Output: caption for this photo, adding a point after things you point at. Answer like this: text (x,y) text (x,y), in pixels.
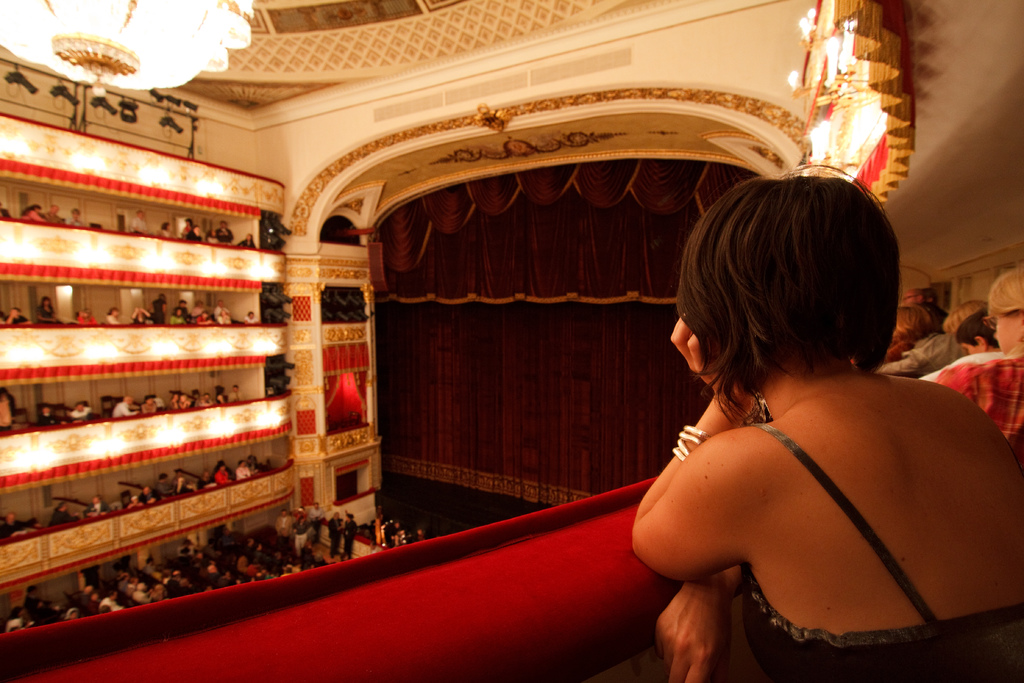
In this image there are group of persons (938,440) and in the background (525,328) there is a curtain (578,339) and there is a chandelier (172,47) on the top (156,18) which is hanging and there are lights (846,66).
